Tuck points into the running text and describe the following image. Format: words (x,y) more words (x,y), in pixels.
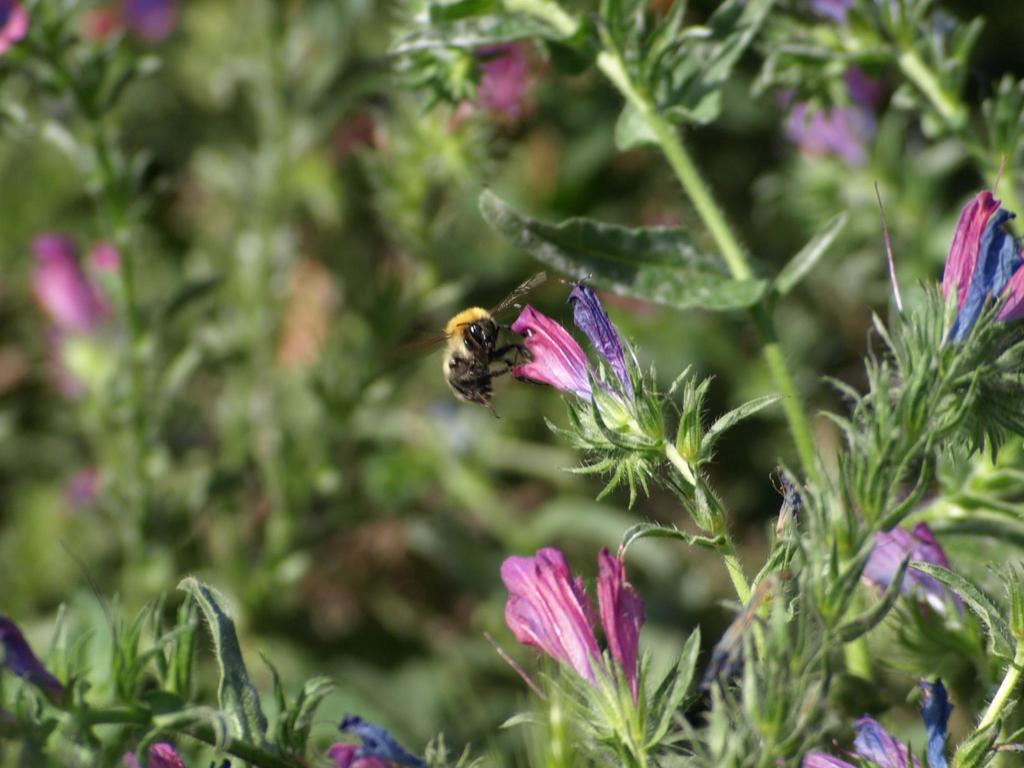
In the picture we can see a plant (1010,332) with some flowers (896,539) which are pink and violet in color and on the flower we can see a bee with wings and behind the plant (529,686) we can see some plants (189,647) which are not clearly visible.
